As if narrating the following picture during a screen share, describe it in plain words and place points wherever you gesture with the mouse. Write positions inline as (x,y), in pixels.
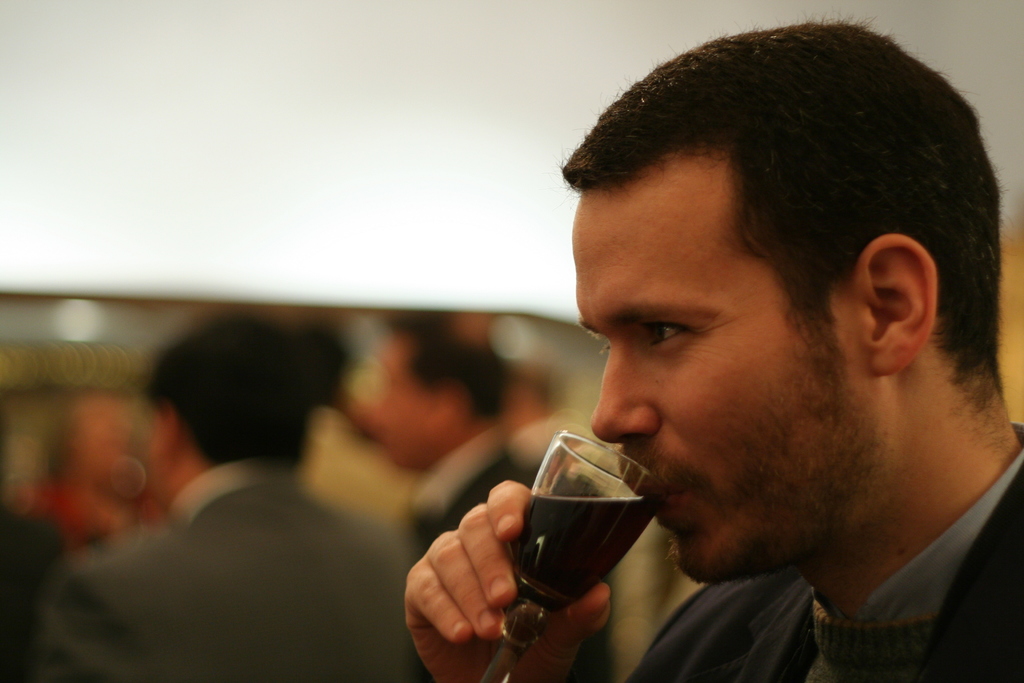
This is a picture of a man (849,426) drinking. On the left (197,429) there are few people (252,481) standing. To the top (391,28) there is a white color wall (165,129) or a curtain (267,183).
